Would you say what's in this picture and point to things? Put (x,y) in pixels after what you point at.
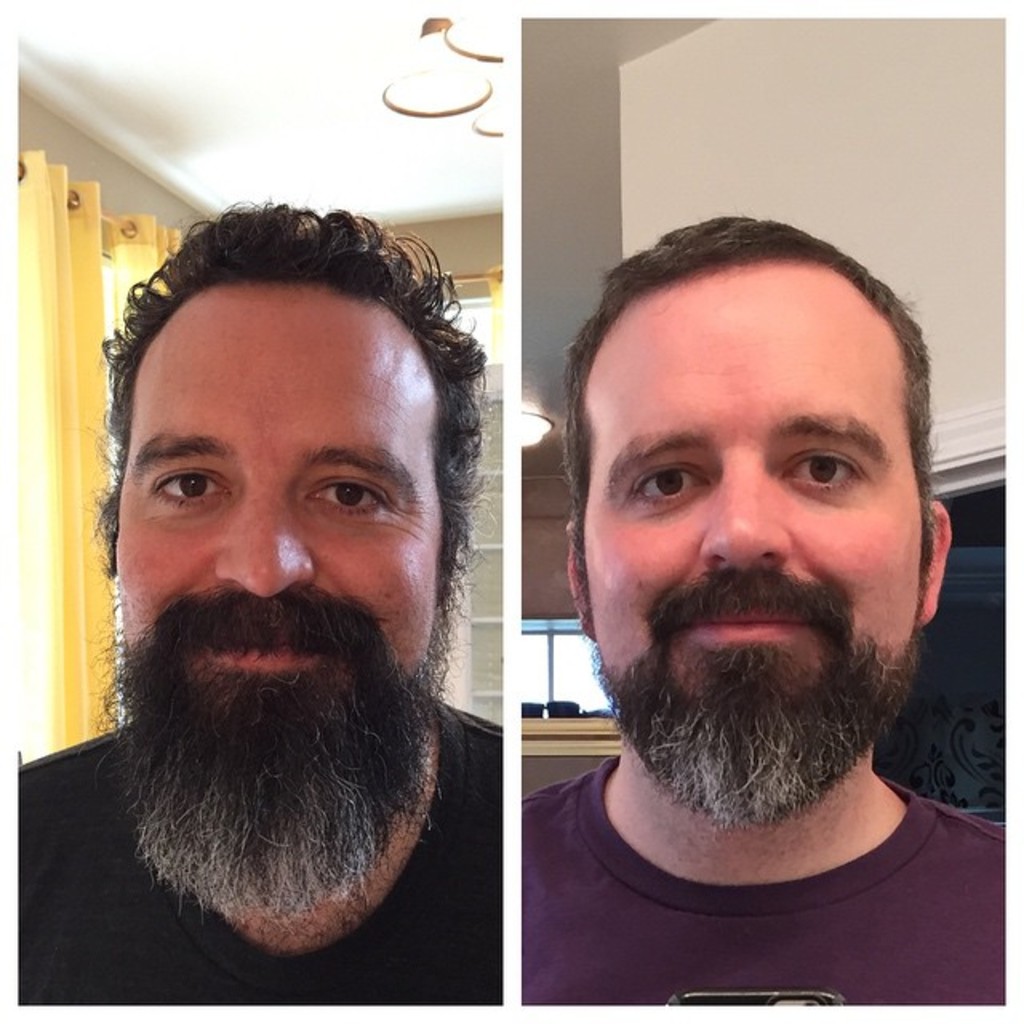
This is a collage picture. In this picture we can see the men (248,729) wearing t-shirts (964,882). We can see the curtains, light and few objects (492,450).
